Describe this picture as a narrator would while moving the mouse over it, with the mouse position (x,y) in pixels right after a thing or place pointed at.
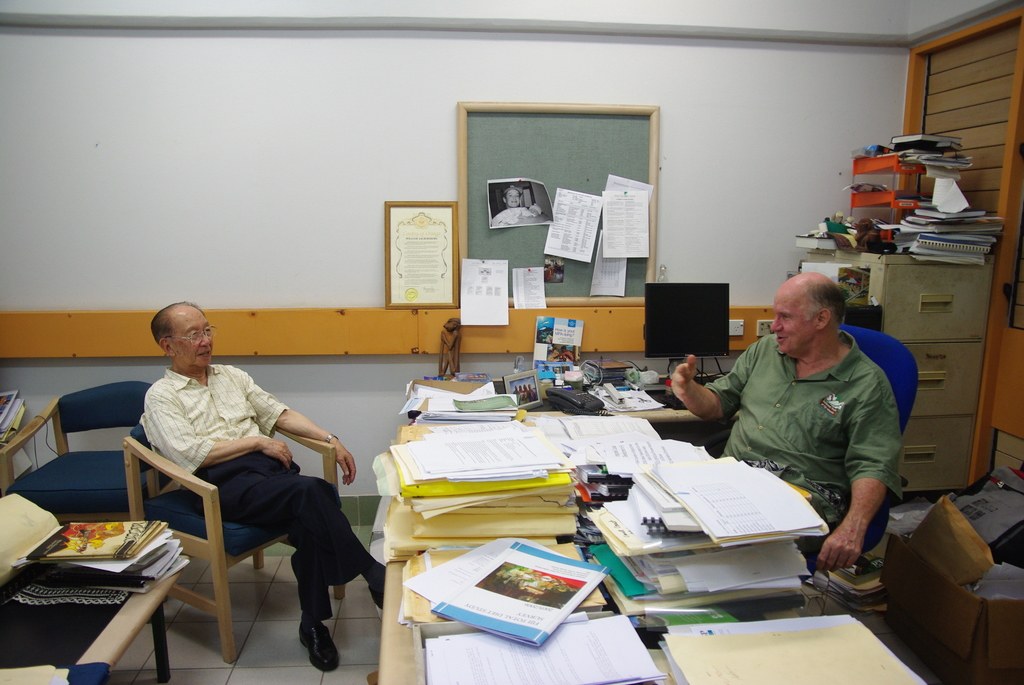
Man (737,393) on the right (761,405) is sitting on a chair (908,403). In front of him there is a table (514,408). On the table (501,443) there are many books (485,494), papers (640,486), telephone (598,399), computer (672,346), photo frame (527,384) and many other items (454,373). In front of him another person (230,476) sitting on chair (194,525). Also there is another table (34,627) on the left (13,631). On the table (27,616) there are books (92,544). In the background (309,154) there is a wall (308,141) with a board (495,127). On the board (548,155) there are many notices (577,235). On the corner there is a cupboard (939,301) with lot of books (922,160) kept. On the floor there are boxes (956,609). Inside the boxes (932,606) there are many books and some other items (984,529).
